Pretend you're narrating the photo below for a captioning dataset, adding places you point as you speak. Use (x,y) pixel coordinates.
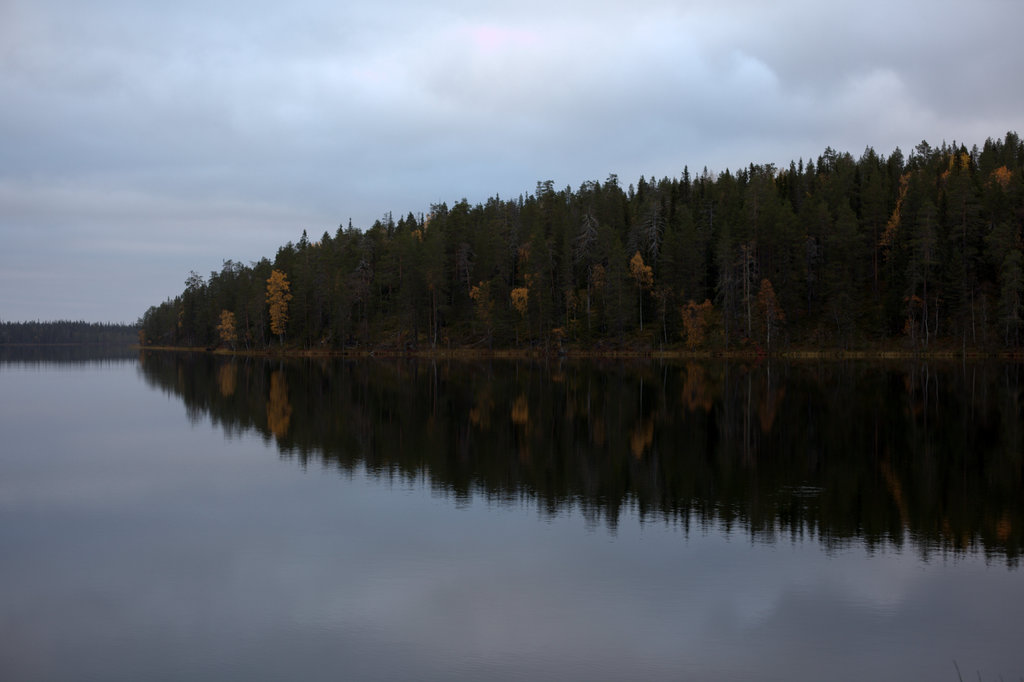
In this picture there is water (391,451) in the foreground (456,561) and there is a reflection (429,470) of sky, cloud (223,533) and trees (207,390). At the back (1020,304) there are trees (881,275). At the top (282,224) there is sky (23,226) and there are clouds (451,68).
